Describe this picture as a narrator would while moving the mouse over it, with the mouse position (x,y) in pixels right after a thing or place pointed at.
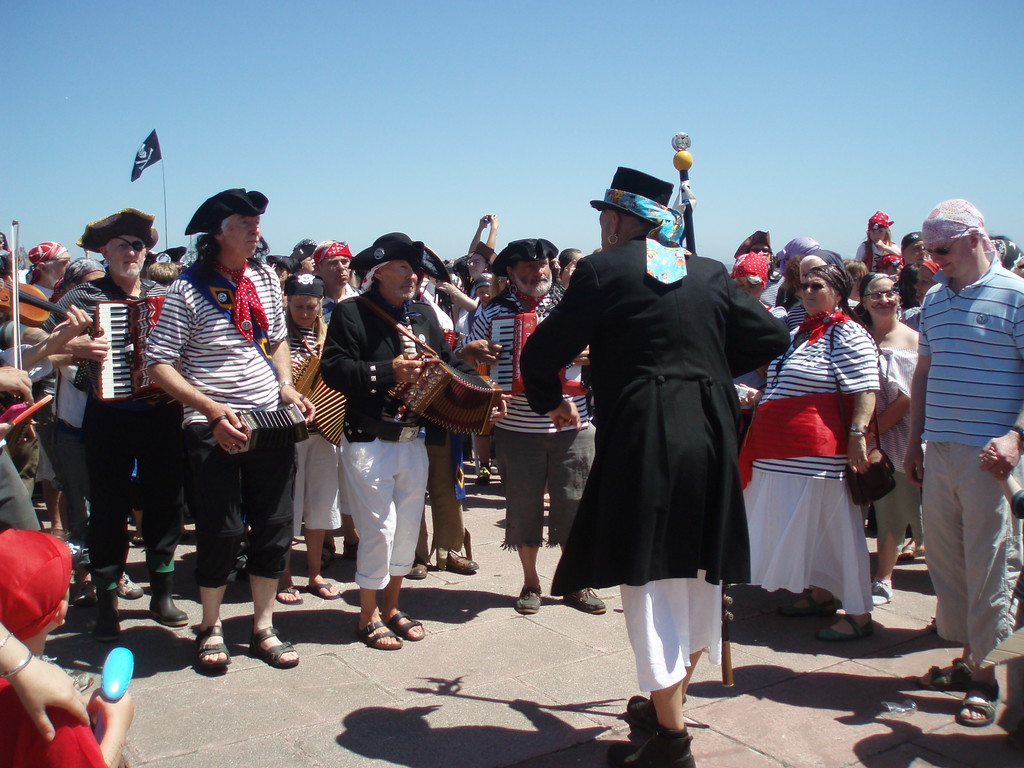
Here we can see some persons (646,464) standing on the road (458,700). And he is doing something and these people (409,436) are looking at him. And he is playing with some musical instrument (138,363). And this is the sky (416,128), and there is a flag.
